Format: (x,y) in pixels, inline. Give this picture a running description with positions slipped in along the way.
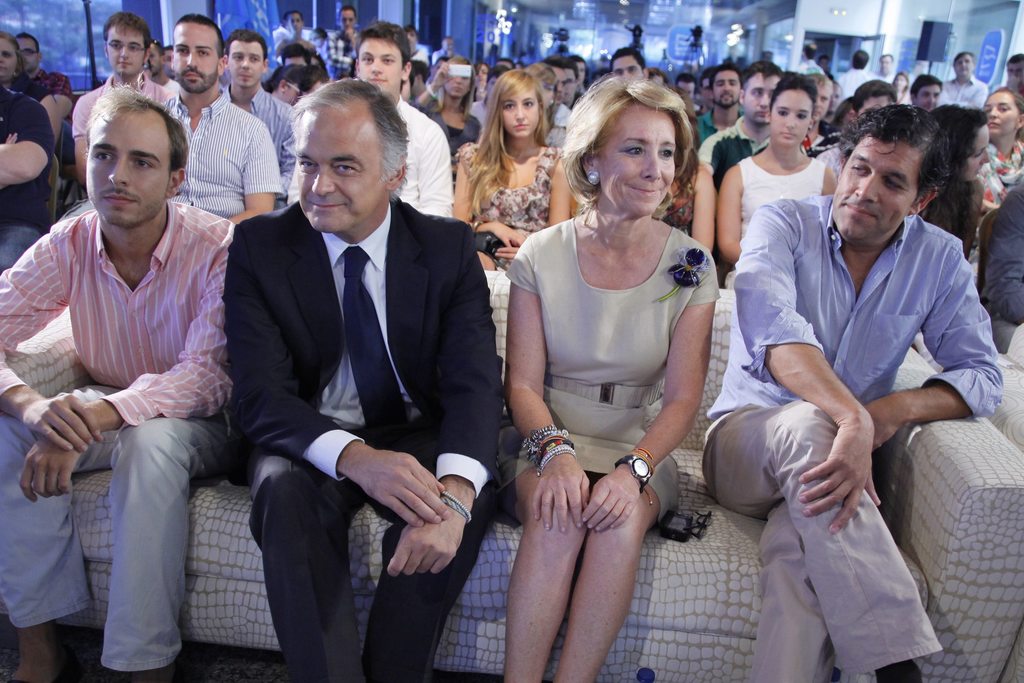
In this picture I can see group of people (441,192) are sitting. The people (474,396) in the front of the image (420,230) are sitting on the sofa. These people (450,329) are smiling. In the background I can see lights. On the right side (879,13) I can see wall (848,4) and black color object (925,26).
